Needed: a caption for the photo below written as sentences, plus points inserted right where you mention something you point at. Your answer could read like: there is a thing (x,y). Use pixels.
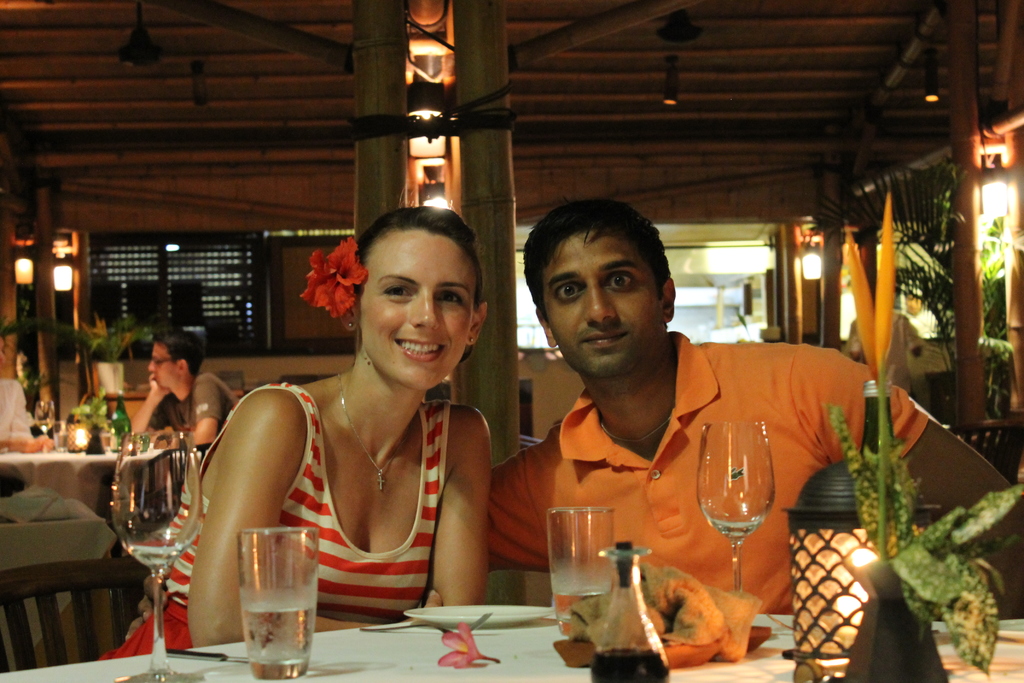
in this image i can see three people (417,463). the person (587,489) at the front (605,501) is wearing orange t shirt (641,489) and the woman (490,454) at the left (340,592) is wearing white and red dress (347,564). she has placed a flower (322,282) on her hair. in front (406,668) them there is a table (512,656) which has many glasses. behind them there is another man (192,385) at the left (168,384) wearing a grey shirt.
